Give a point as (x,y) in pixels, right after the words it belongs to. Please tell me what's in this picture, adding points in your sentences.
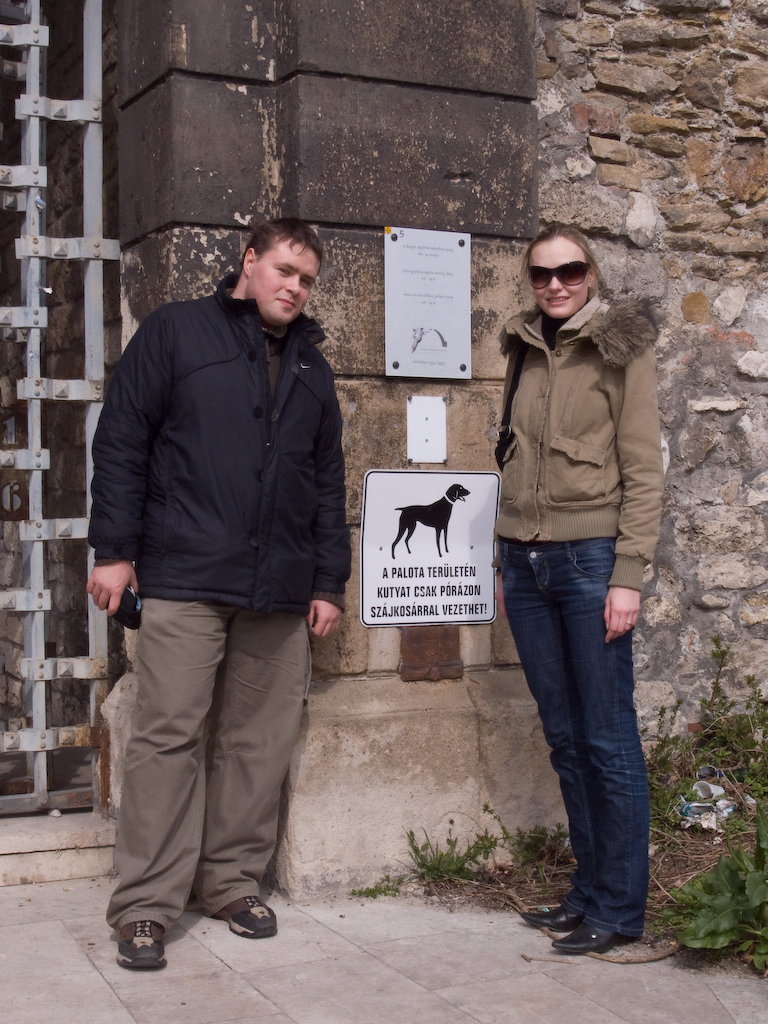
In the center of the image (288,614) we can see a man (217,527) and a lady (617,827) standing. In the background (398,160) there is a wall (471,636) and we can see boards (446,518) placed on the wall (404,709). On the left (97,195) there is a gate (47,310).
